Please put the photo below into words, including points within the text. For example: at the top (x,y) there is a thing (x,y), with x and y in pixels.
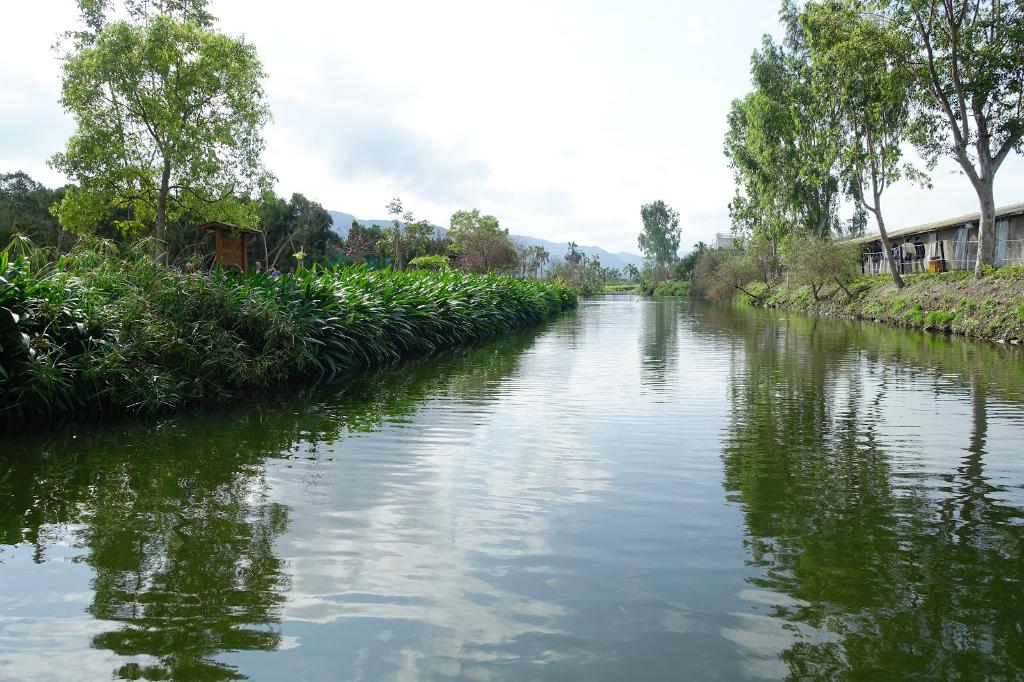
In this image we can see water (627,495) in the middle of the image (572,408), on the right side of the image (798,240) there are trees (784,119) and a building (922,241), on the left side of the image (212,302) there is grass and in the background (874,230) there are mountains (611,261), trees (368,231) and sky (906,225).
